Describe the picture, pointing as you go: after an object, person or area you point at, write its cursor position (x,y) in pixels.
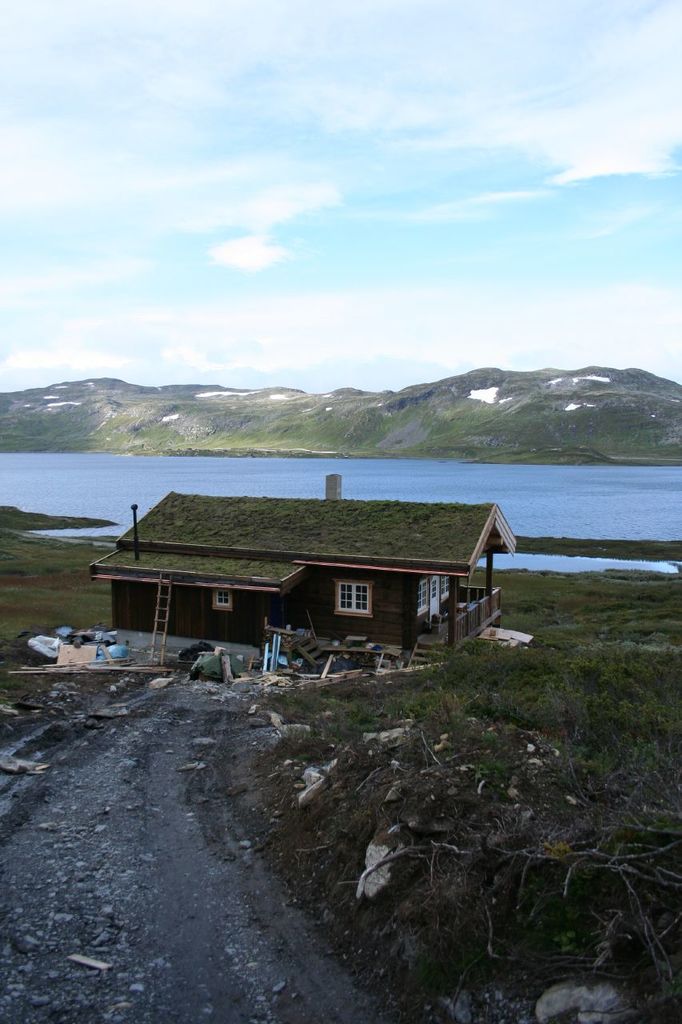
In the center of the image (370,516) there is a house (295,552). In front of the house (208,629) there is a ladder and a few other objects (267,649). At the bottom of the image (651,735) there is grass (675,679) on the surface (536,829). In the background of the image (36,487) there is water (287,486). There are mountains (380,402) and sky (437,151).
